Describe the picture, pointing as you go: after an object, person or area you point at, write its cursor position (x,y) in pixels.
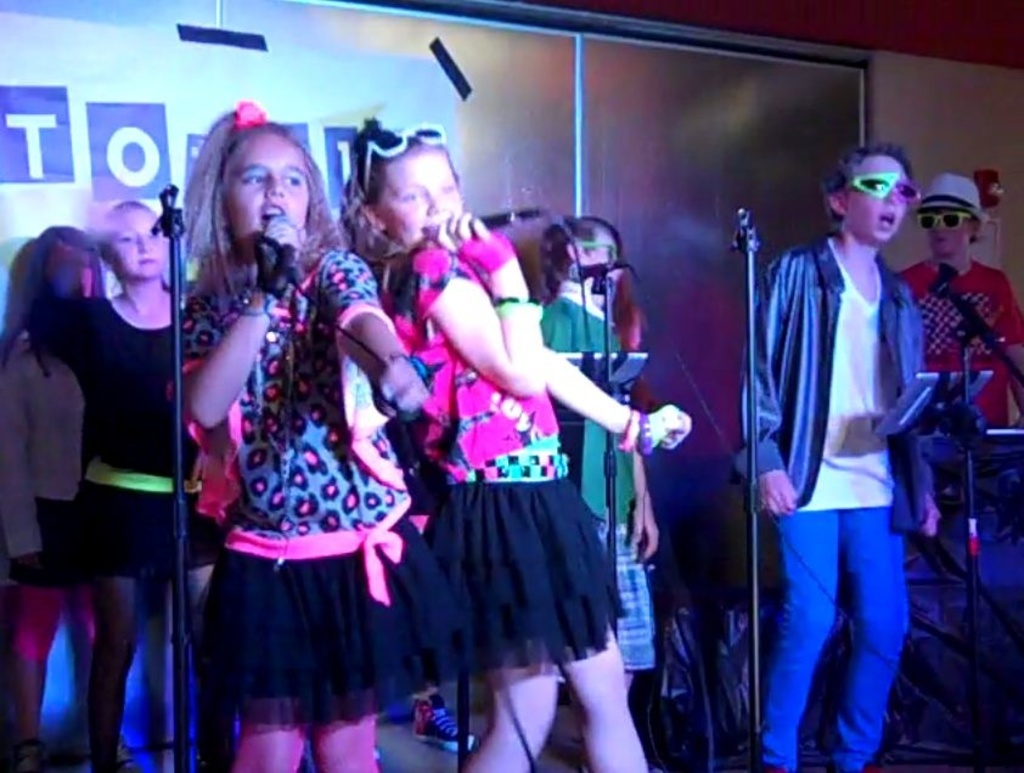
This image is taken indoors. In the background (704,84) there is a wall (528,67) and there is a banner (106,95) with a text (94,154) on it. In the middle of the image (510,319) a few girls (308,346) are standing on the dais (388,729) and singing. They are holding mics (272,281) in their hands (264,293) and there are a few mics (606,302). On the right side of the image (873,338) two boys (854,471) are standing on the dais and they are singing.
